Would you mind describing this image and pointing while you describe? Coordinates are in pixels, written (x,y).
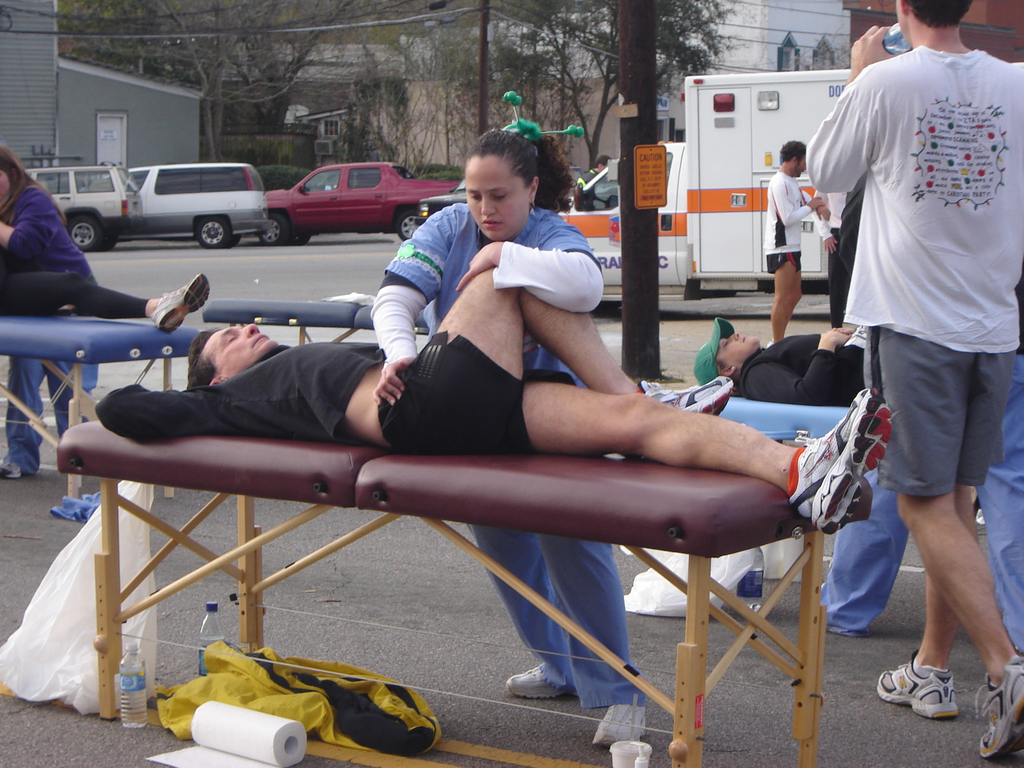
In this picture I can see few are lying on the benches (407,492) and I can see couple of women (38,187) doing massage and I can see few people (789,211) standing and a man (855,55) drinking water (887,43) with the help of a bottle (901,34) in his hand (873,37) and I can see few vehicles (349,171) on the road (368,278) and I can see buildings (56,152) trees (502,45) in the back (601,114) and a board (650,195) to the pole (653,100) with some text (658,171) and I can see water bottles (136,662), trash bag (65,643) and a paper roll (253,738) on the ground (418,665).
